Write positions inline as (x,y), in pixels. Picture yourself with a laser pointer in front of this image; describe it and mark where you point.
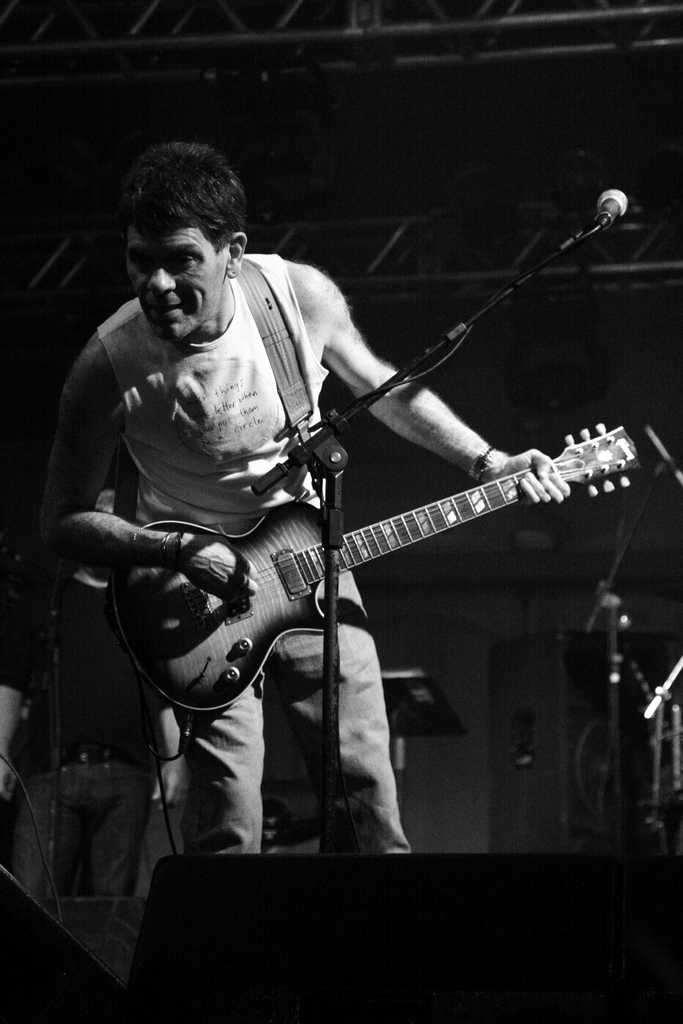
In this image I can see a person (257,456) standing In front of the mic (417,375) and holding the guitar (399,531).
